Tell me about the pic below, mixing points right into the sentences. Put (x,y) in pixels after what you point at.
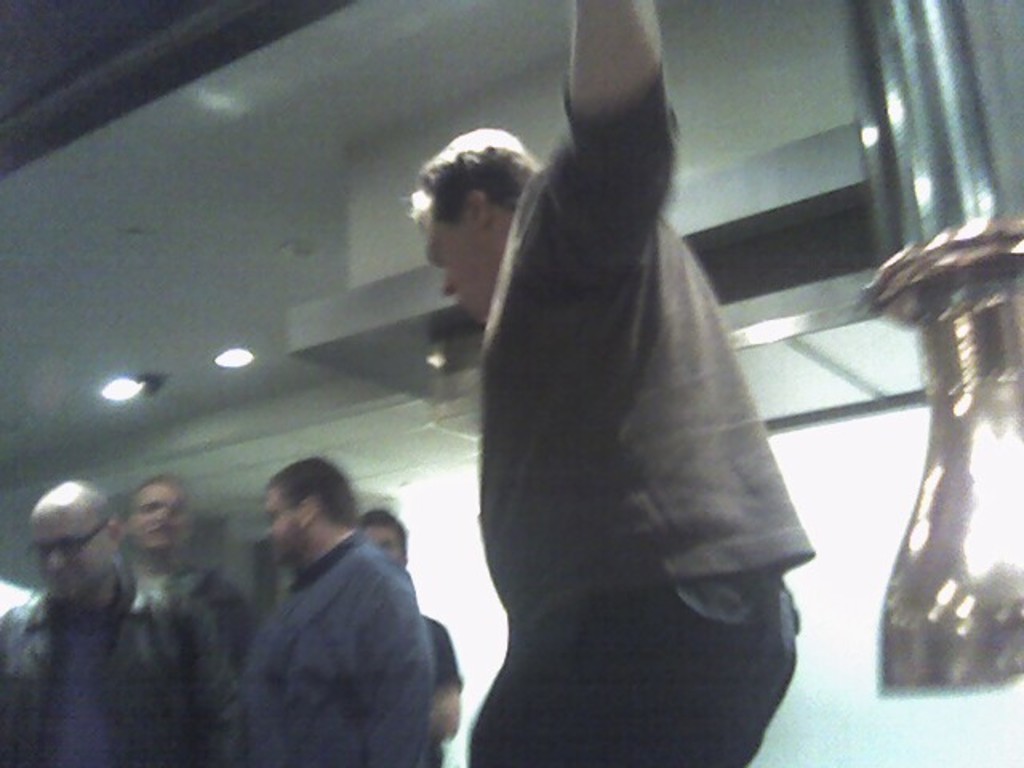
In the center of the image (516,505) we can see people (560,552) standing. On the right (980,627) there is a vase (972,626). In the background (232,364) there is a light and a wall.
